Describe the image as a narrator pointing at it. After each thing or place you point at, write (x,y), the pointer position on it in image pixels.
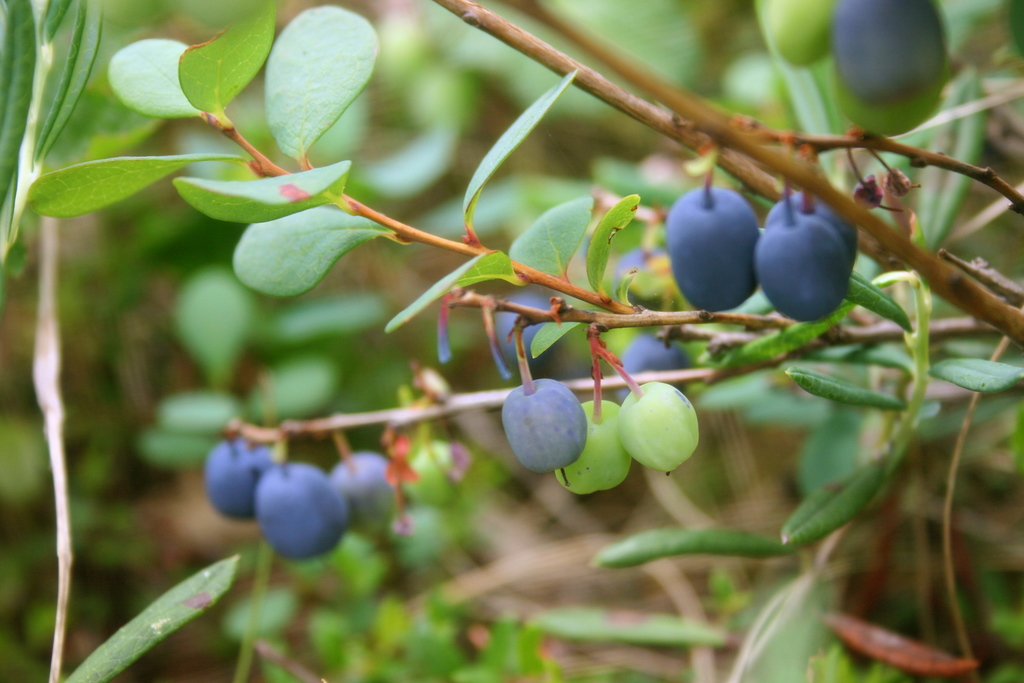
In this picture I can see there are few berries (876,104) attached to the stem (364,422) and there are few leaves (289,110) and the backdrop (385,131) is blurred.
